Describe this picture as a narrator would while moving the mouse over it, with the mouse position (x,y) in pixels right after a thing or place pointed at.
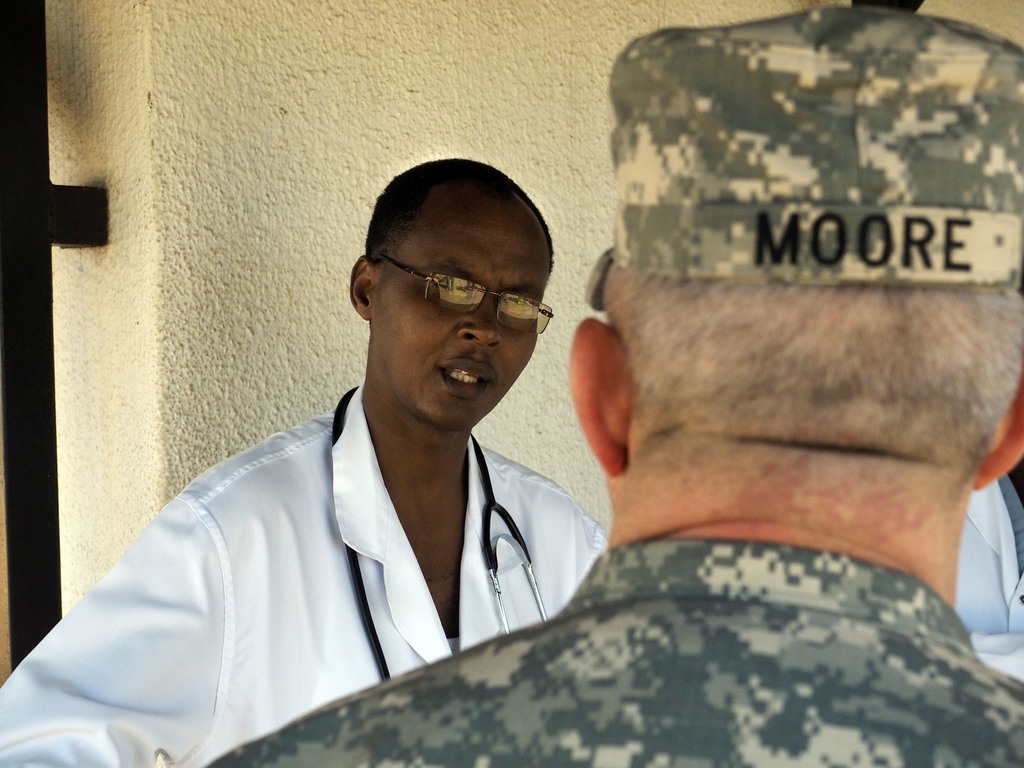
In the image few people (964,345) are standing. Behind them there is wall (186,363).
